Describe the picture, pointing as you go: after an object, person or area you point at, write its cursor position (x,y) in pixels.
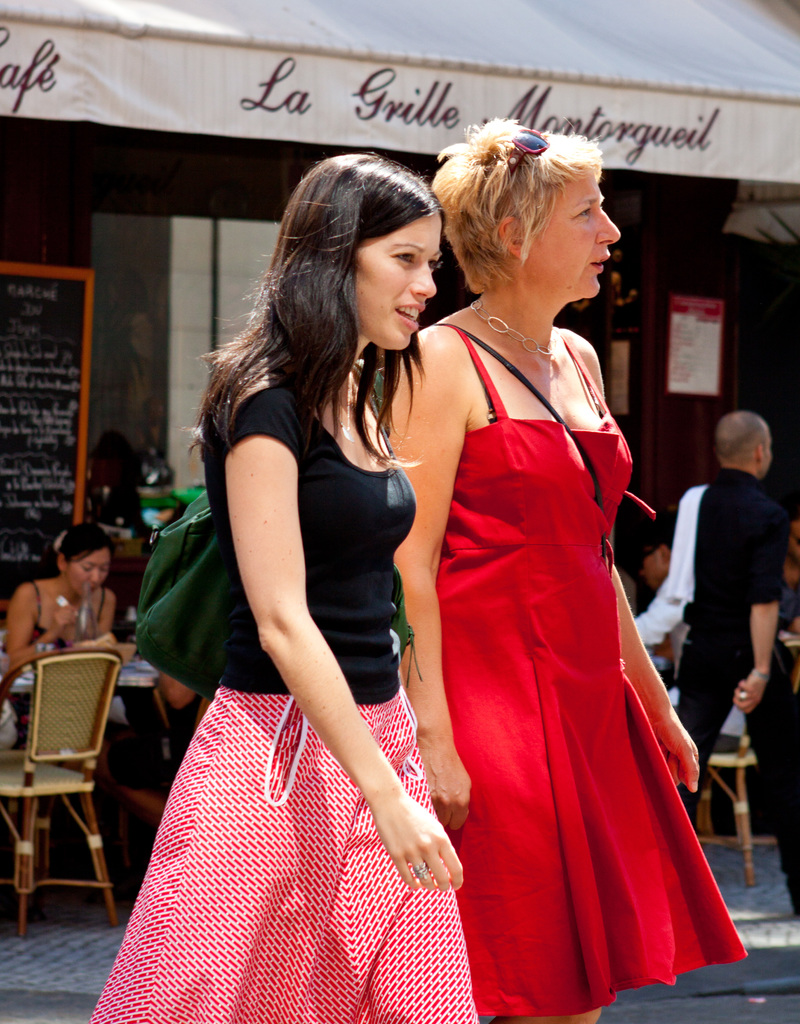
Here we can see two women (297,919) walking and behind them on the left side (66,614) we can see a woman (88,542) sitting on a chair (46,677) and at the right side (736,534) we can see a man (753,580) walking.
